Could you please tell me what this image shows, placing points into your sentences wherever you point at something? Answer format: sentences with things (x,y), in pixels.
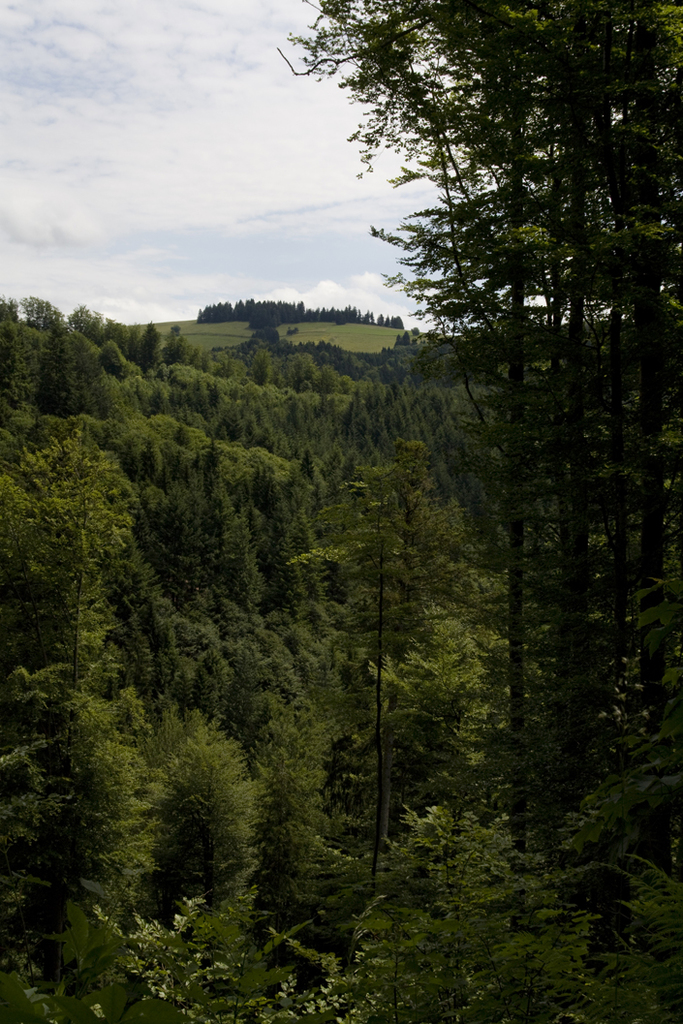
In this image we see trees (463,399), here are the plants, here is the grass (231,344), at above the sky (351,169) is cloudy.
